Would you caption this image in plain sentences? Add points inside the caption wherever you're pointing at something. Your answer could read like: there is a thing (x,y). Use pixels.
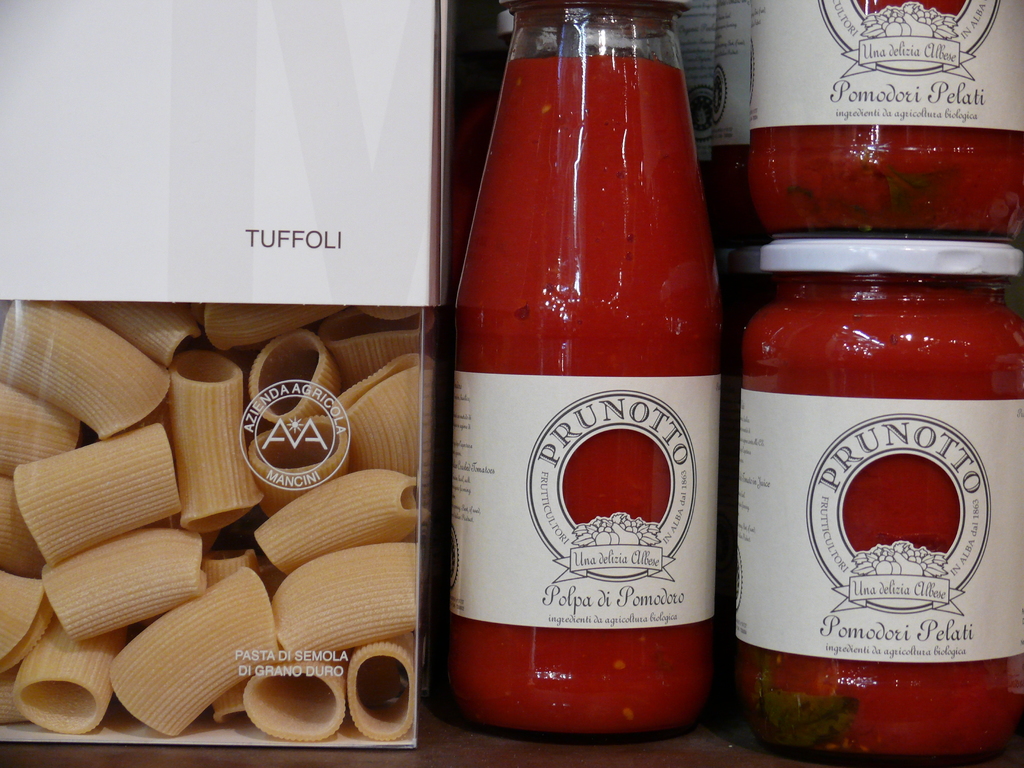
In this image we can see a bottle (646,227), and some liquid (676,336) in it, and here are some food items (59,483).
